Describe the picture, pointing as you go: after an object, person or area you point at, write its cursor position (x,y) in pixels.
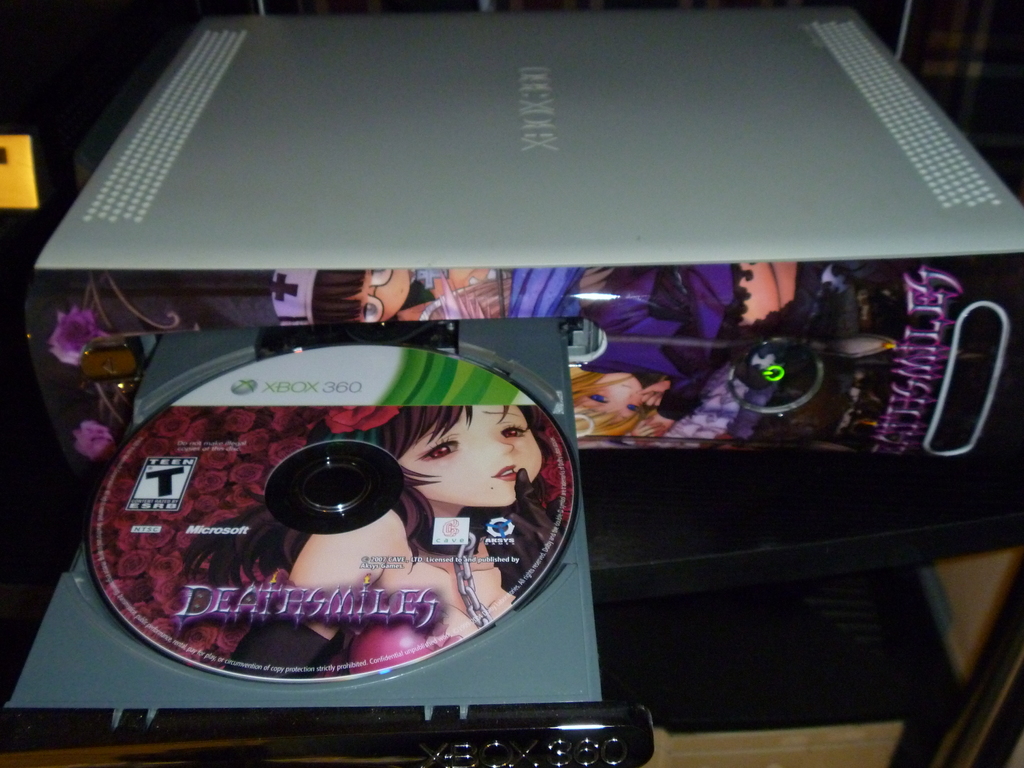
In this image, we can see a device (683,26) with a disc (441,481). We can see some wood (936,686) and an object (1023,644) on the bottom right corner (1011,636).
